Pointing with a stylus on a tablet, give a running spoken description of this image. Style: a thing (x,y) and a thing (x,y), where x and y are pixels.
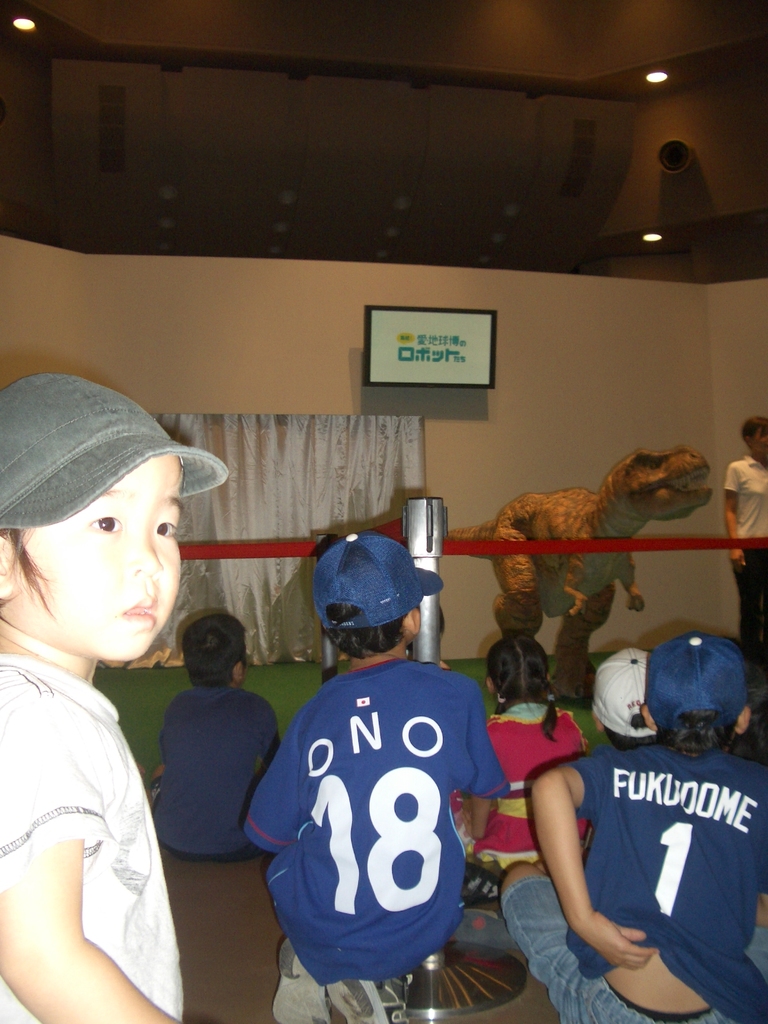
In this image there are kids (391,766) with hats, there is a rope barrier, a person (762,473) standing, statue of a dinosaur (551,545), a curtain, board (457,313) or a television (461,378) attached to the wall (474,271), and there are lights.
